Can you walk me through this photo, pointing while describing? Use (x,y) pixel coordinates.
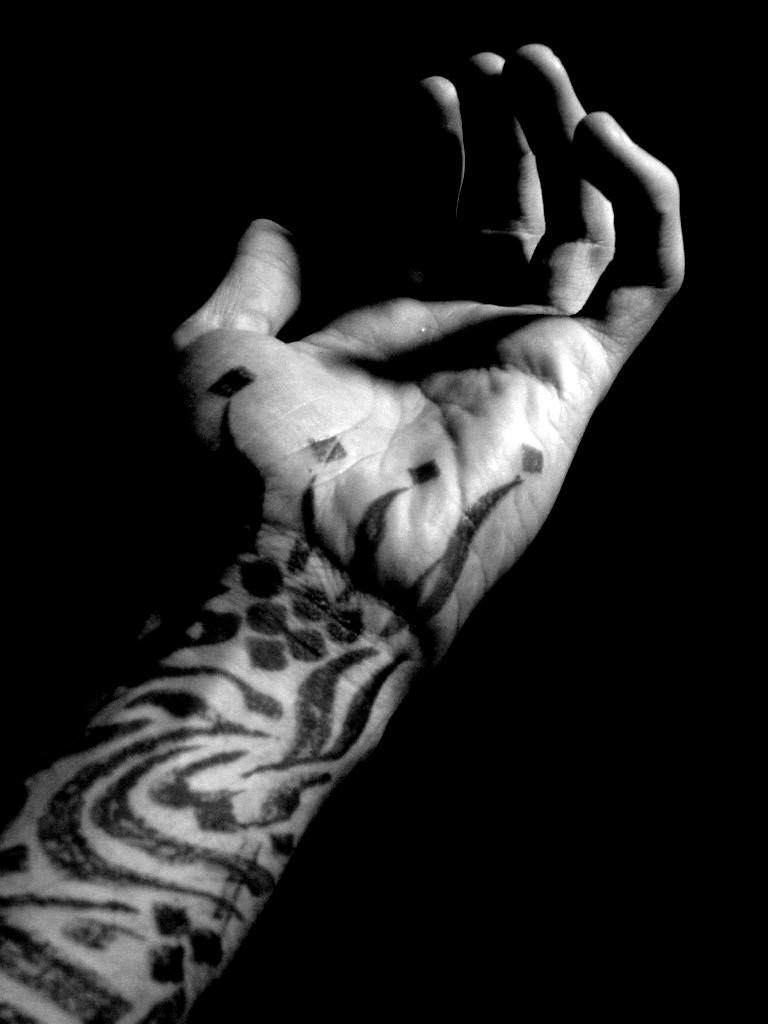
In the foreground of this black and white image, there is person's hand (399,407) with the dark background (653,536).
